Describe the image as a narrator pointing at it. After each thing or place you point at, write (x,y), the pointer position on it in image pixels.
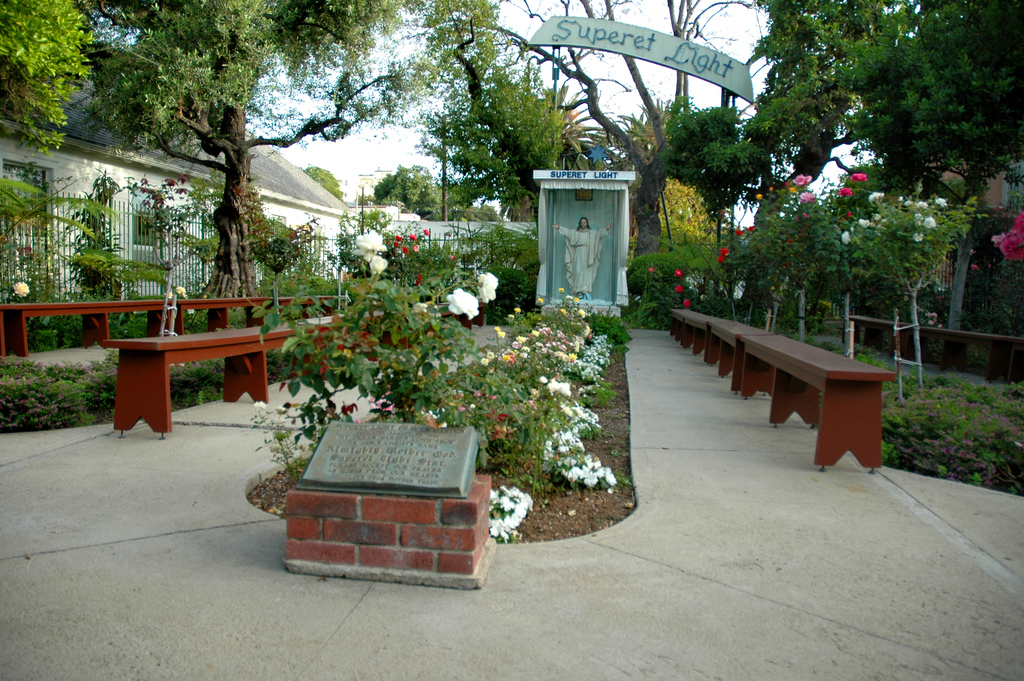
There are plants (552,359), wooden benches (698,334), statue (572,250), headstone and boundaries (464,227) in the foreground area of the image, there are trees (505,130), roof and the sky (373,143) in the background (596,55).
